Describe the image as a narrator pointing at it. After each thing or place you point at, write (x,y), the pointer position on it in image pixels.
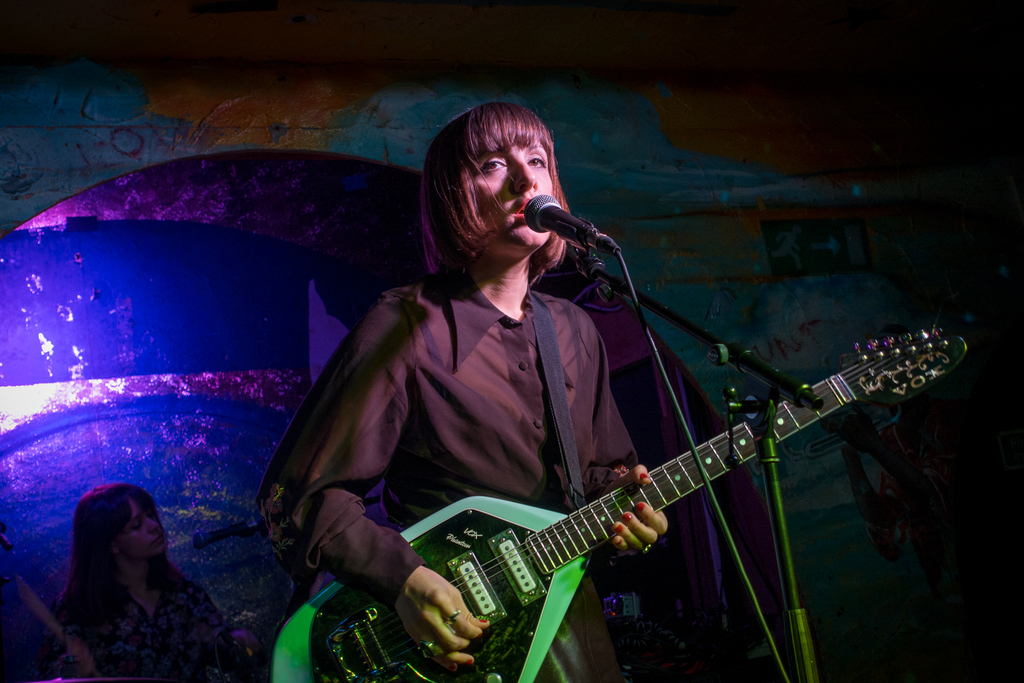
A woman (519,391) is singing on mic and playing guitar (529,556). Behind her there is a woman (182,613) and wall (350,97).
